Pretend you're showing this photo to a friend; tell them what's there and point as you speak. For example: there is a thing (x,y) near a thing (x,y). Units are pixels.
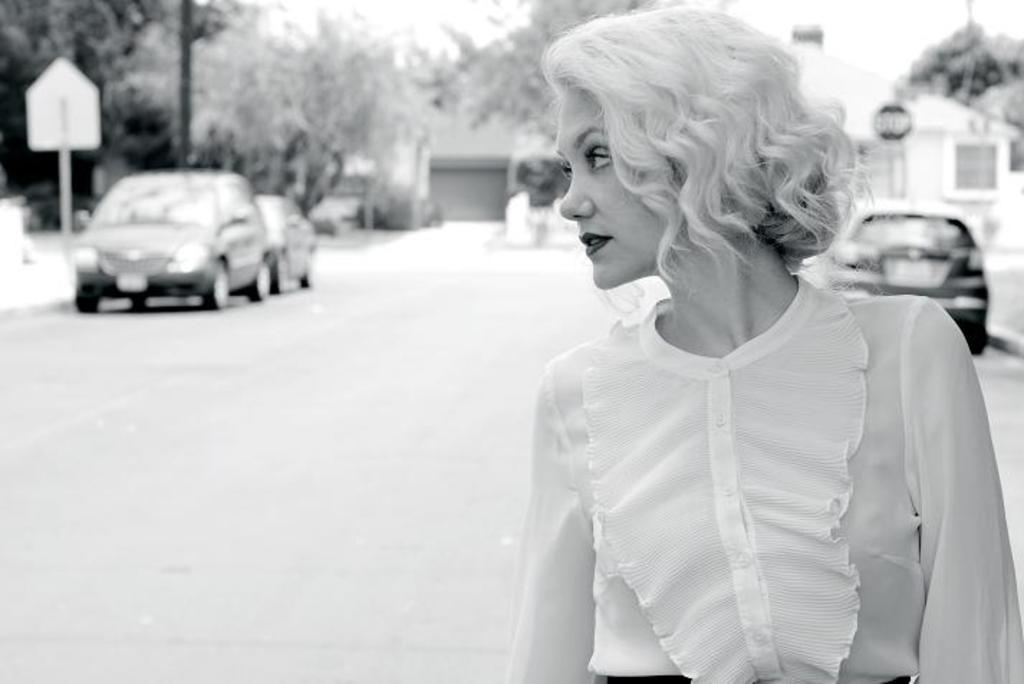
In this picture we can see a woman (679,394) in the front (706,411), there are two cars (205,267) on the left side (255,239), in the background (420,111) there are trees (243,70), we can see a board (68,122) here, it is a black and white picture.
